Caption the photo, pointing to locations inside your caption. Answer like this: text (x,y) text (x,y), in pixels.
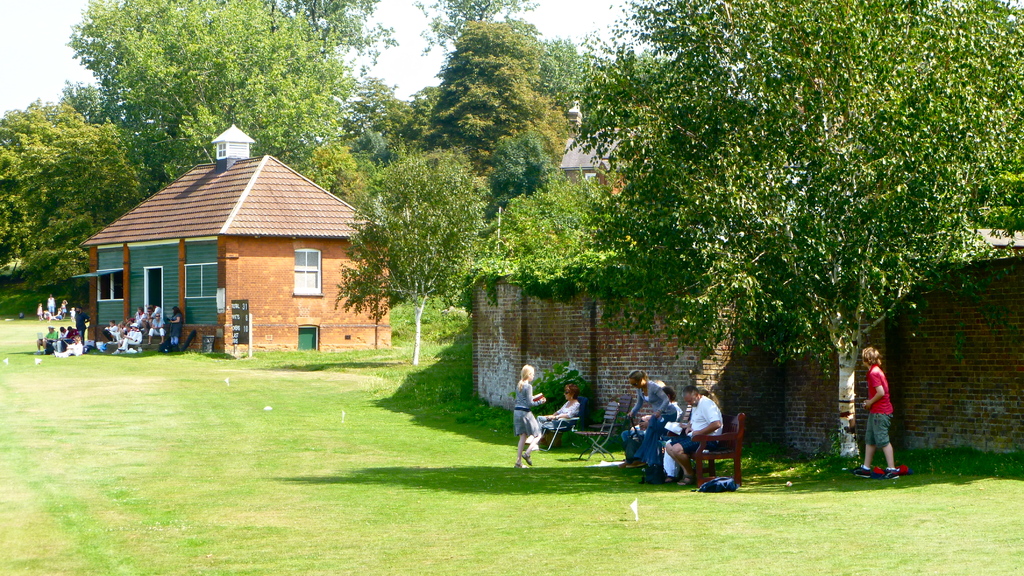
In this image there are buildings (213,313), in front of the buildings (134,282) there are a few people (134,339) standing and sitting on their chairs (579,417). In the background (663,203) there are trees (440,139) and the sky (557,14).
